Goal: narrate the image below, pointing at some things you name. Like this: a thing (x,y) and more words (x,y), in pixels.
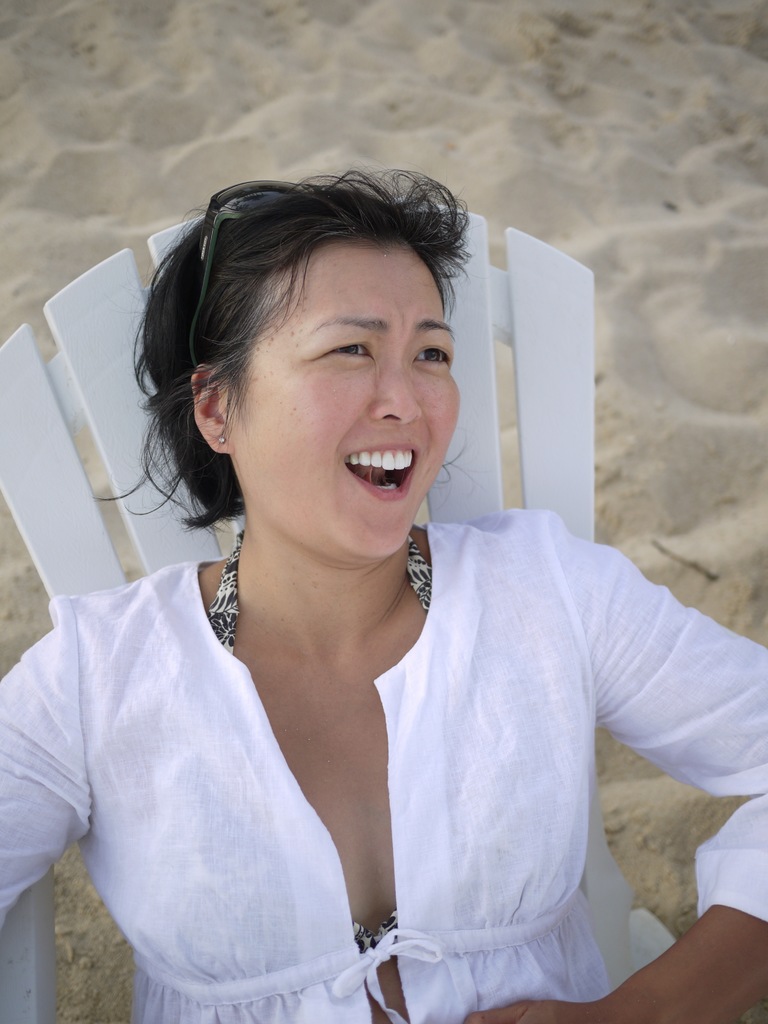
In the center of this picture (512,659) we can see a woman (239,738) wearing white color dress (504,681), smiling and seems to be sitting on the chair (41,466). In the background (176,74) we can see the sand (581,210).
